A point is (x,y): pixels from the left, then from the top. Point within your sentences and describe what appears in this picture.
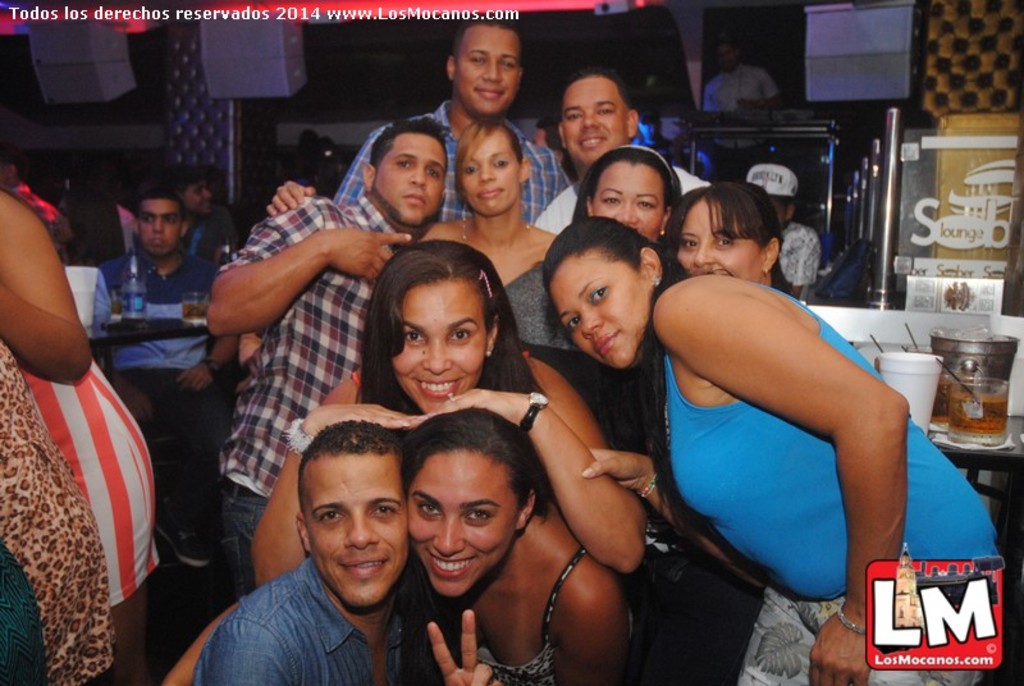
As we can see in the picture there are group of people (493,325) both male (279,286) and female (493,323) are posing for a photo. A man (152,273) sitting on a chair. On the table (117,325) there is a wine glass (197,313) and a water bottle (134,310). The women (428,368) wearing watch (533,411) and band (299,433) on the other hand (292,429).
